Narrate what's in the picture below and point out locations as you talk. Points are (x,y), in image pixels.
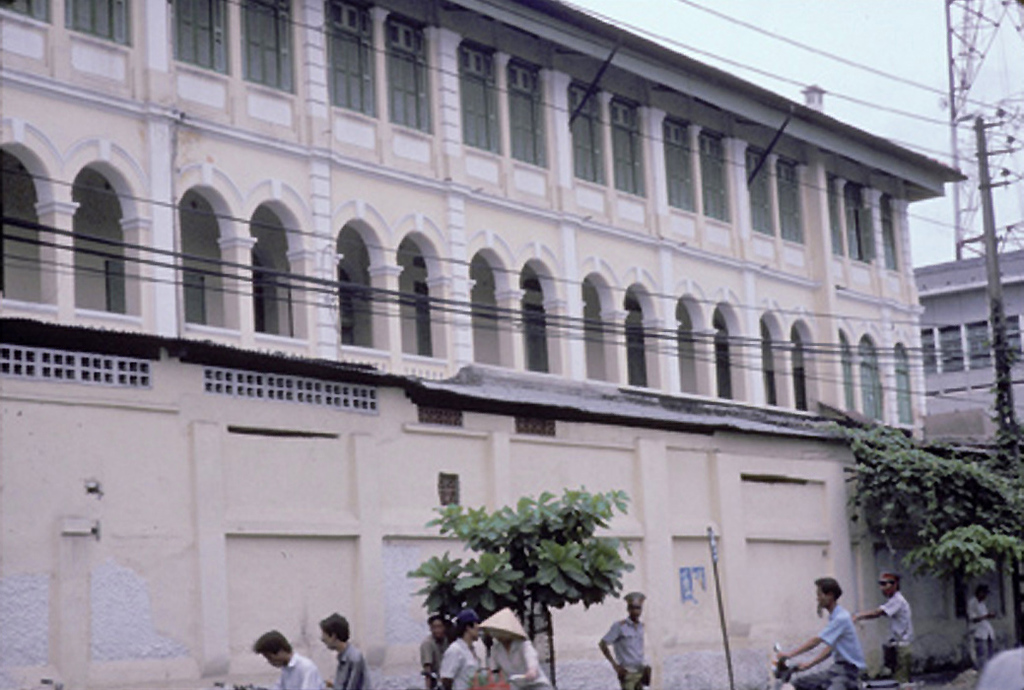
In this image at the bottom (538,528), there are many people (607,641), trees (579,529). In the middle (584,401) there are buildings (725,277), sheds (835,442), electric poles (951,59), cables (840,58), sky (920,138).
